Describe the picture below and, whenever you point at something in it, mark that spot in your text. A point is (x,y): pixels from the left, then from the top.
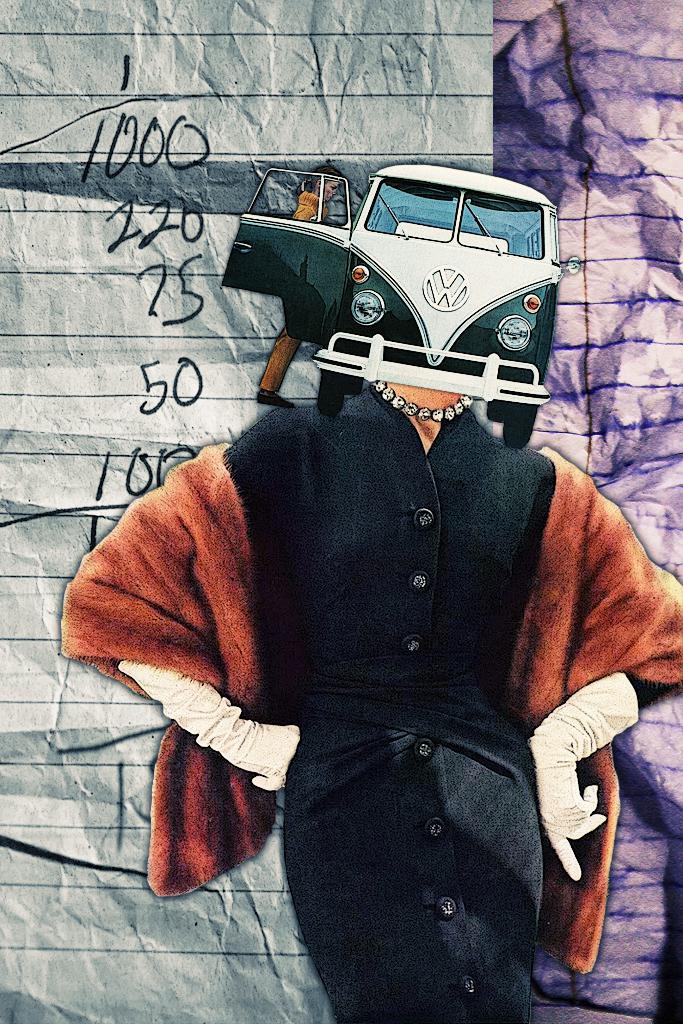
In this image I can see a person (426,678) is standing, this person (454,647) wore black color top (408,594). It is an edited image, at the top (357,331) there is a vehicle (457,322) and a person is trying to get into that. Behind this there is a paper (211,359) with numbers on it.
